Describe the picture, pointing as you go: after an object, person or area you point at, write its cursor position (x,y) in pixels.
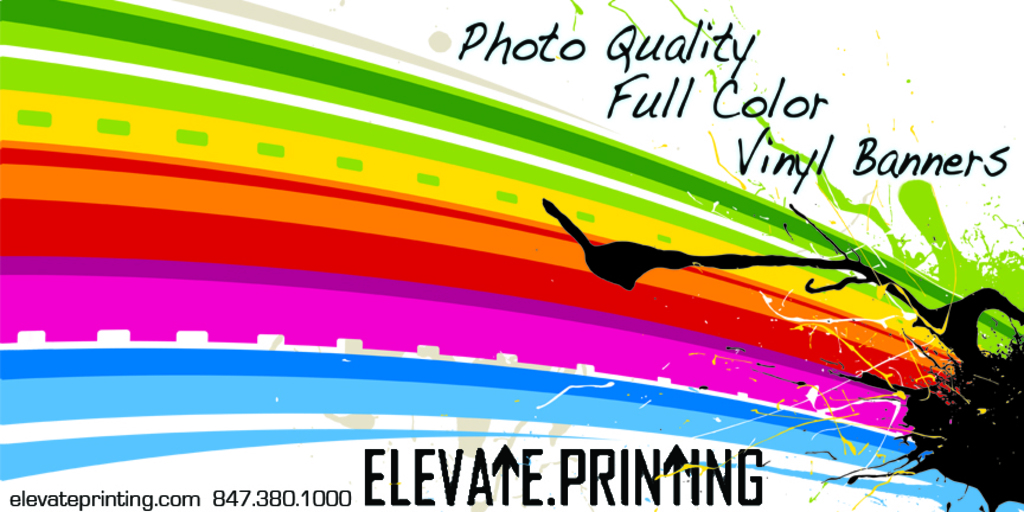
This image consists of a poster (699,307) in which there are many colors along with the text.
